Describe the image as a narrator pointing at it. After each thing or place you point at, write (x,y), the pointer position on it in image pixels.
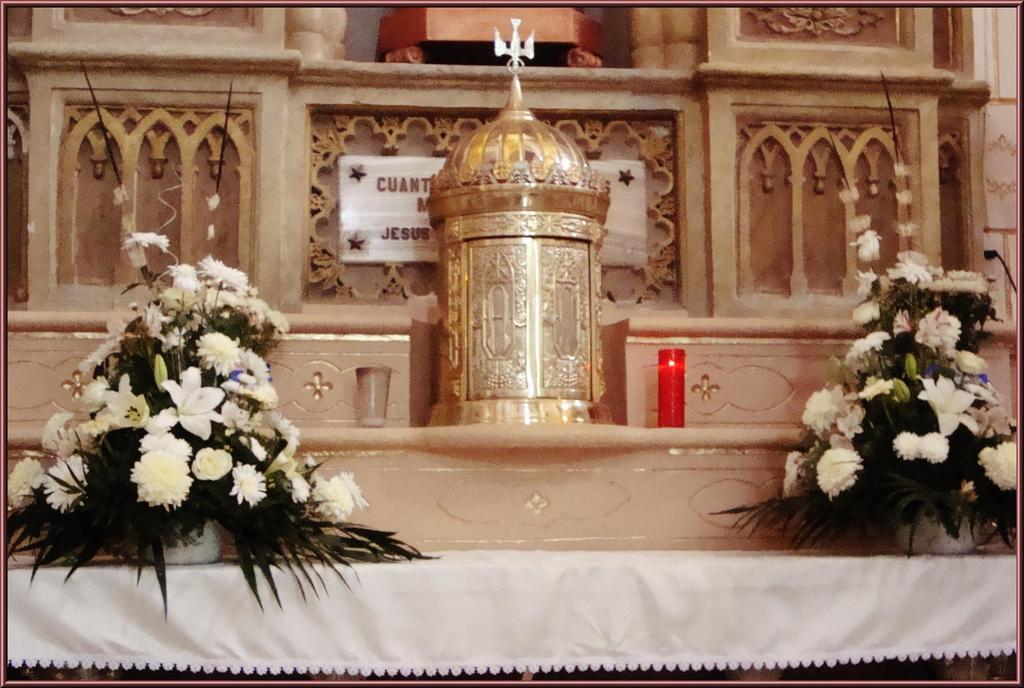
In this picture there are flower vases (995,427) and there is a candle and glass (371,394) and there is an object (459,234) on the wall (602,456) and there is a board (613,178) and there is text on the board (603,170) and there is a white color cloth (617,602) on the table (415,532).
